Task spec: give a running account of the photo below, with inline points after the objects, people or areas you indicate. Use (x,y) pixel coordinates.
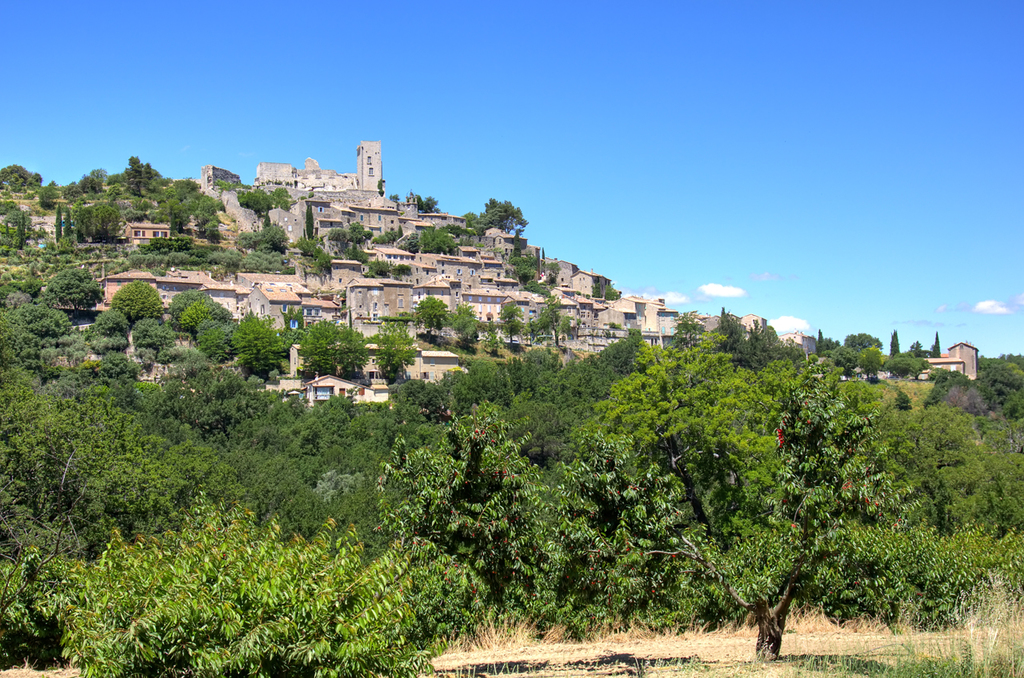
There are trees (376,442) and many buildings (272,286) and the sky (494,102) is blue in color.
